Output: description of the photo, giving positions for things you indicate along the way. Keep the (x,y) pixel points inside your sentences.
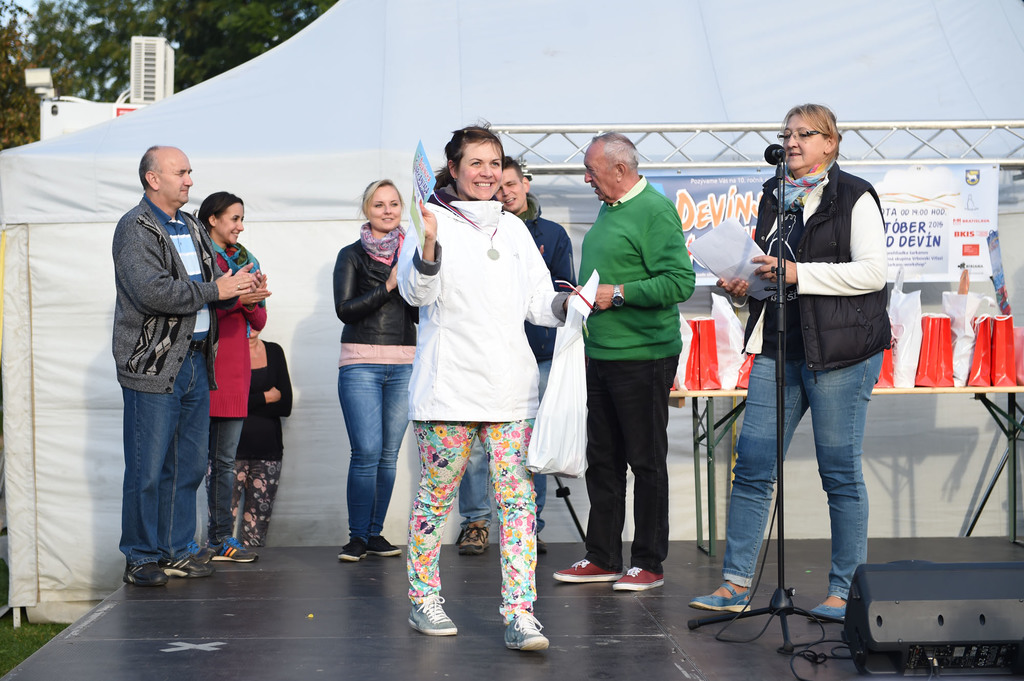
In this image we can see men (612,338) and women (395,549) standing on the dais (338,561) and some of them are holding polythene covers (580,362) and papers (584,302) in their hands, polythene covers (905,317) on the table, iron grills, mic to the mic stand (780,600), cables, curtain (54,151), air conditioner (156,79), trees (129,56) and sky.
